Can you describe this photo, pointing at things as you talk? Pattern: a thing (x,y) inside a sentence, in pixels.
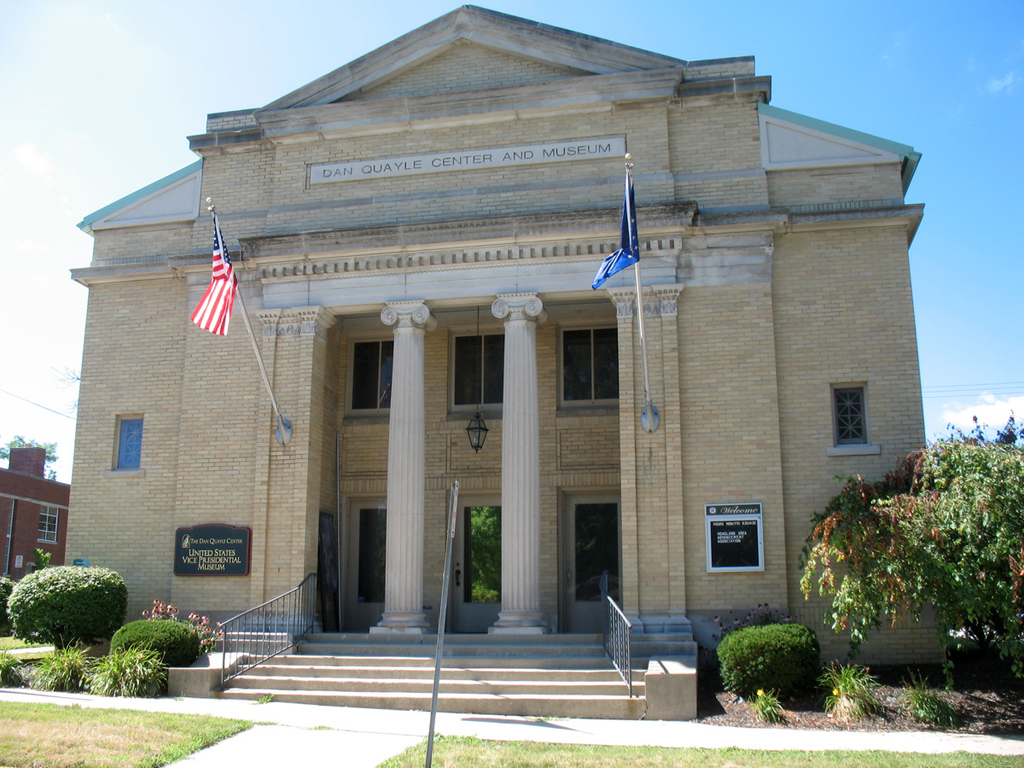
In the picture I can see lawn (657,762), steps (554,690), shrubs (88,574), trees (974,558), flags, pillars (536,540), stone building (572,458), wires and the blue color sky (962,363) with clouds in the background (963,129).
